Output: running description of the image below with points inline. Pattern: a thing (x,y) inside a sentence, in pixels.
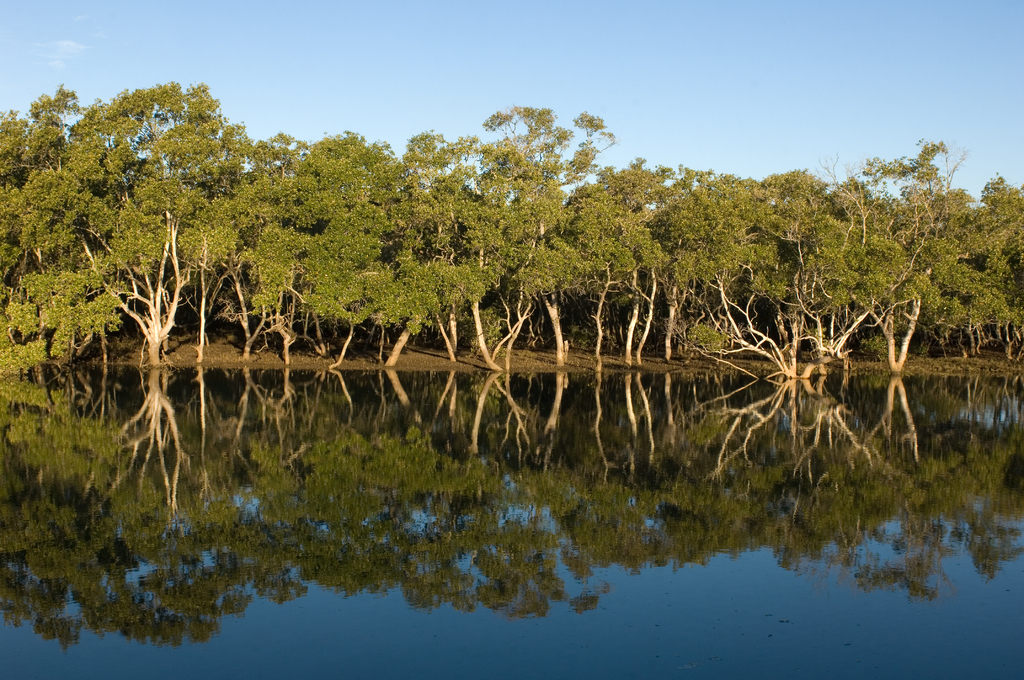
As we can see in the image there are trees (362,252). There is water (557,536) and at the top (480,81) there is sky (480,81).
